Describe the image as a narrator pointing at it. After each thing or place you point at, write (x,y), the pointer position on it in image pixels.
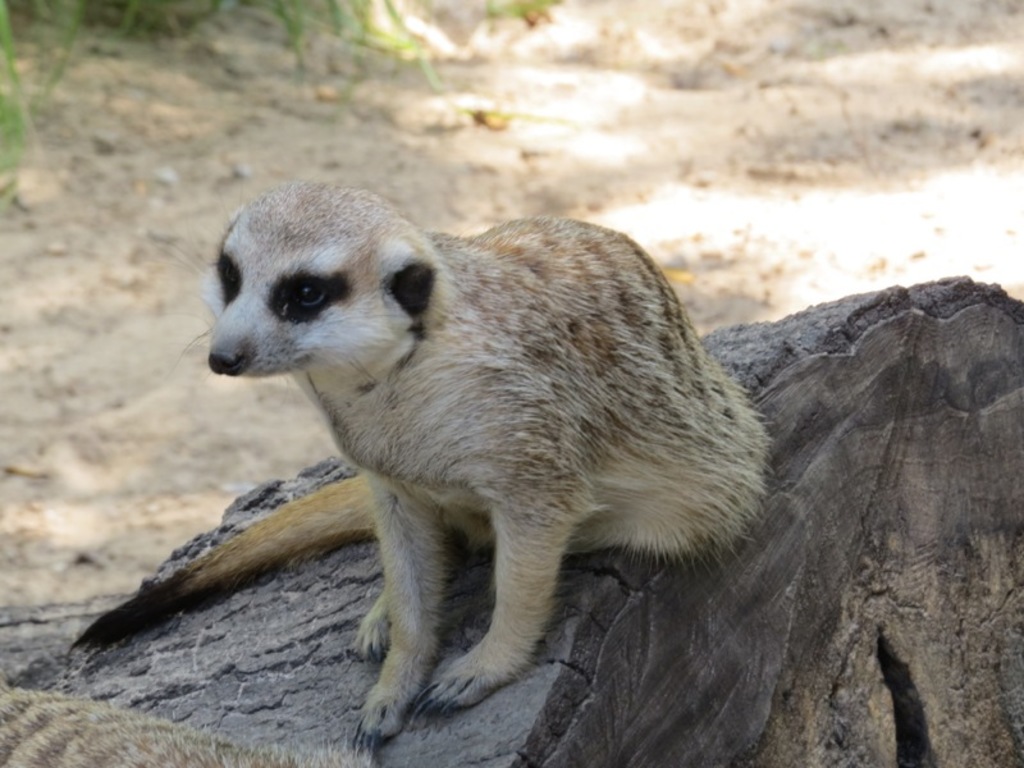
In the center of the image (484,388) we can see an animal (431,436) on the trunk (349,692). In the background (2,123) there is grass (407,42).
